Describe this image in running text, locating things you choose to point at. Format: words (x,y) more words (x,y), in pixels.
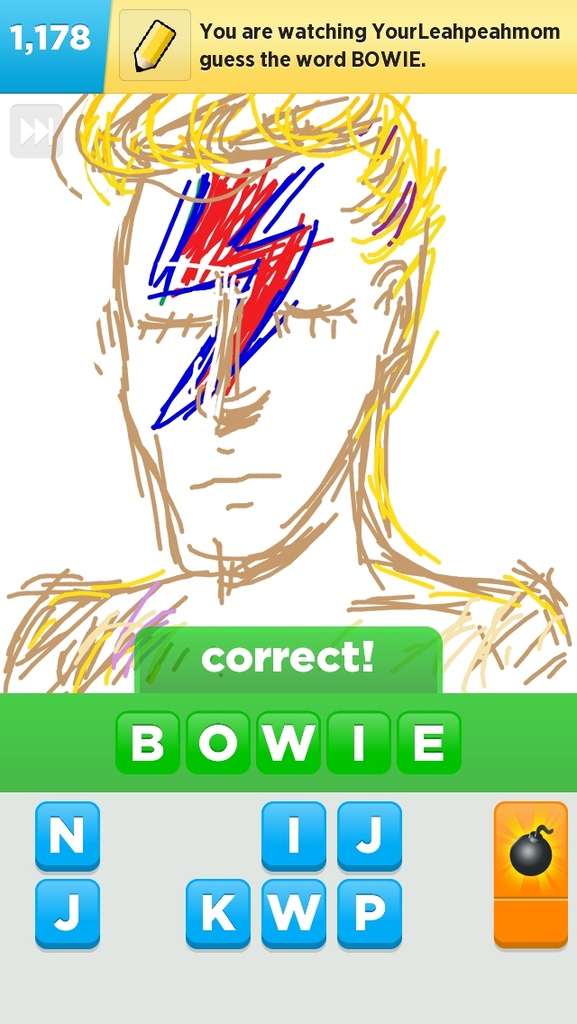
In this image we can see a sketch (266,308), text (293,31) and a symbol of a bomb (516,861) on the right side (541,863).
